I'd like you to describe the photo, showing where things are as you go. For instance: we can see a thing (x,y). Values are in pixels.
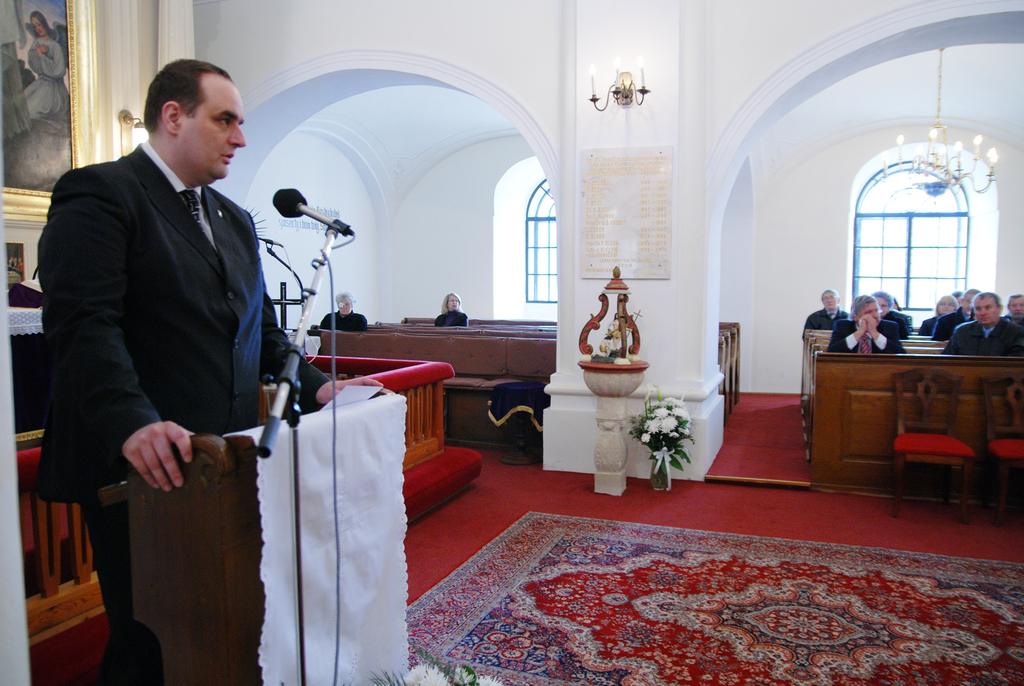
The picture is taken in a cathedral (987,235). On the left (194,548) there are podium (239,468), microphone (294,391) and a person (153,343) in black suit (132,293), behind the person (117,188) there are railing (45,528), table (24,307), bible (29,282) and a frame (46,99). In the background (663,445) there are flower vase (656,433), chandelier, chairs (952,409), people (866,349), benches (523,355) and windows (910,203). At the top (653,91) there are candles (641,67) and wall (493,192) painted white. At the bottom (635,487) there is red carpet (470,495).
